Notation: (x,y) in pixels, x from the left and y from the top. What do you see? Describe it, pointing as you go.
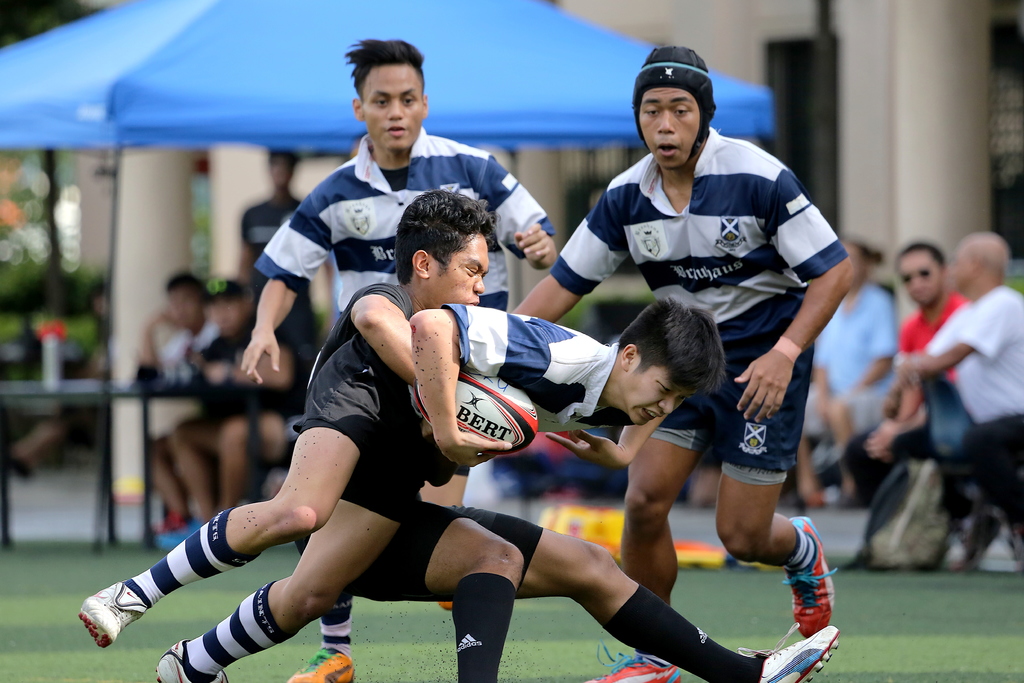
there are some people (505,193) playing and some people (987,369) are watching.
